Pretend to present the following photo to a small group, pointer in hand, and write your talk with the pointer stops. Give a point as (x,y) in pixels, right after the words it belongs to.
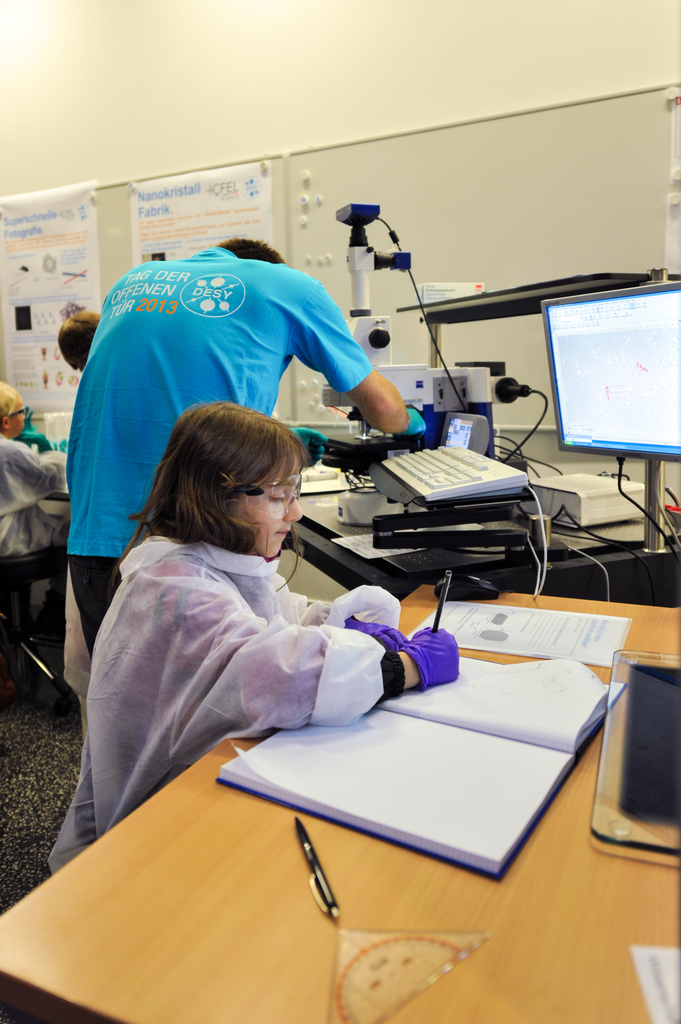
This image is Clicked in a lab (391,315). There is a table (190,840) on the right side (457,910) on that table (227,840) there is a book (411,844), pen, papers (587,619). There is a girl (168,760) sitting near this table (147,840) in front of her there is a system (590,437) which is on the right side (543,496) there are lab equipments (366,316). There are two posters (159,251) placed on the left side (84,309). There is a person (2,452) sitting on the left side (2,406).
